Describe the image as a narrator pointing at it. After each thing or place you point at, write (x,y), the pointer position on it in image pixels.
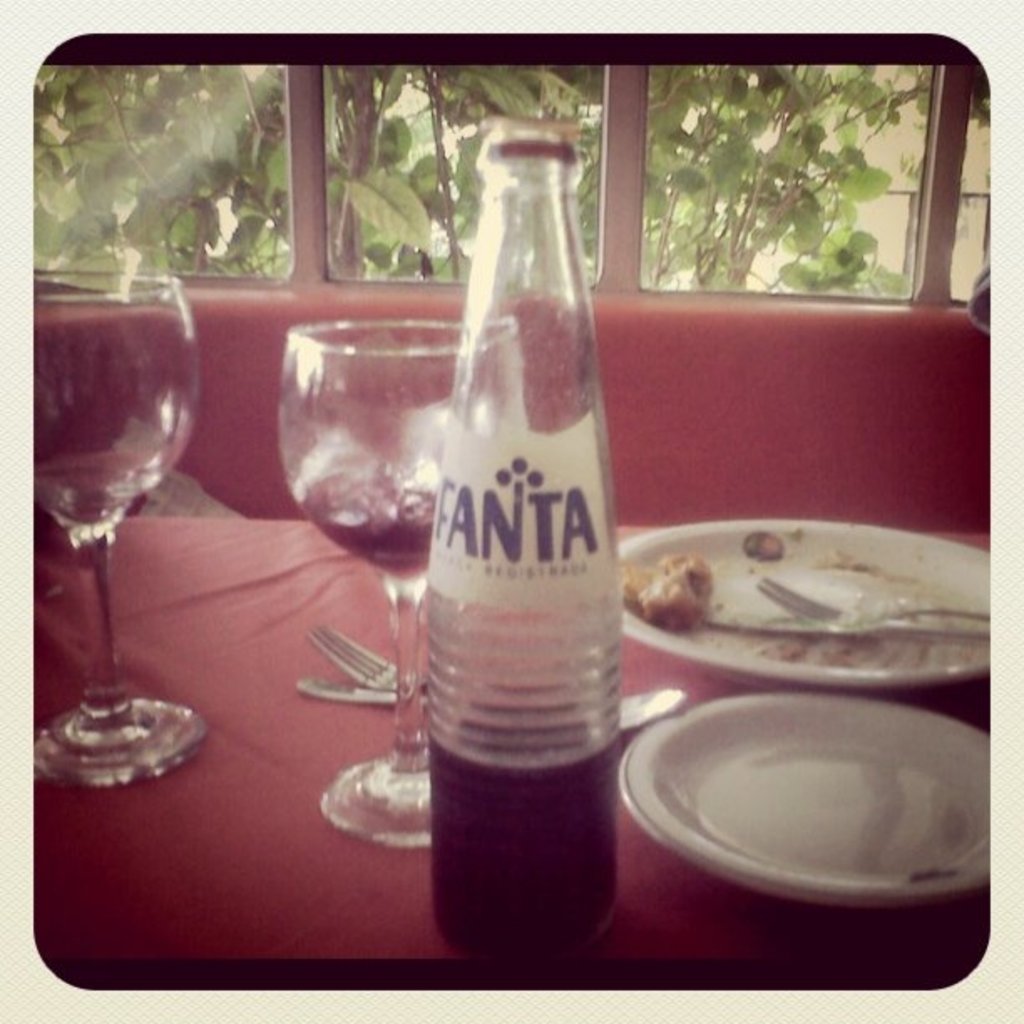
In the middle of the image (387,639) there is a table (904,938) on the table (301,523) there are two glasses (81,385) and there is a bottle (586,511) and there are two plates (948,656) and spoons (711,624) and forks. At the top of the image (106,108) there is a glass window (508,97). Through the glass window (324,83) we can see some trees (749,157).
